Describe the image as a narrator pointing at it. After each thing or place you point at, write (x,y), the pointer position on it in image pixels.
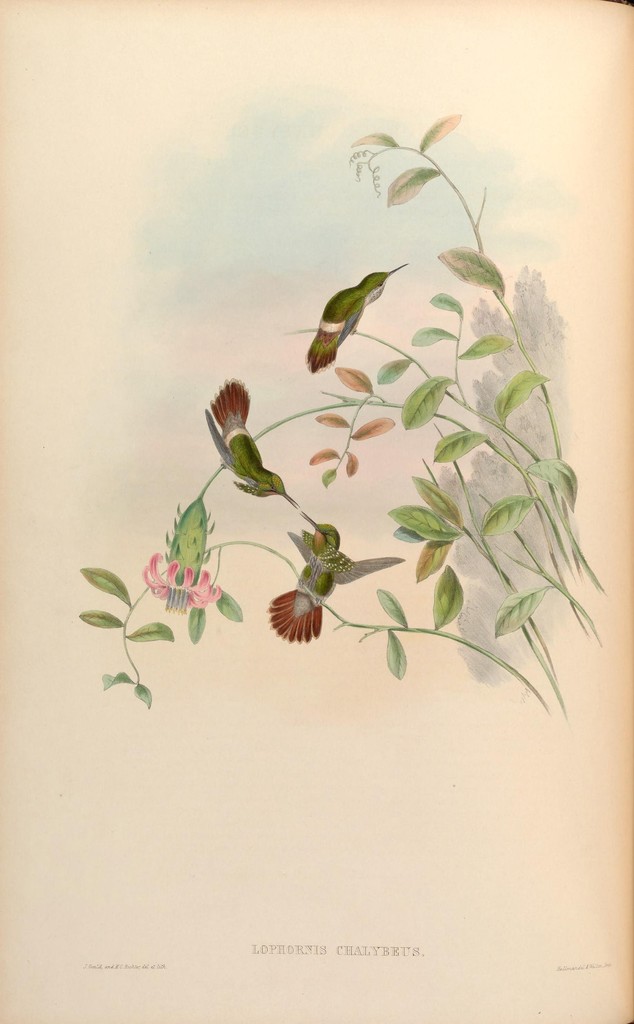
In the picture there is a painting (431,291) of few birds (245,399) standing on the branches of a plant (422,395).
